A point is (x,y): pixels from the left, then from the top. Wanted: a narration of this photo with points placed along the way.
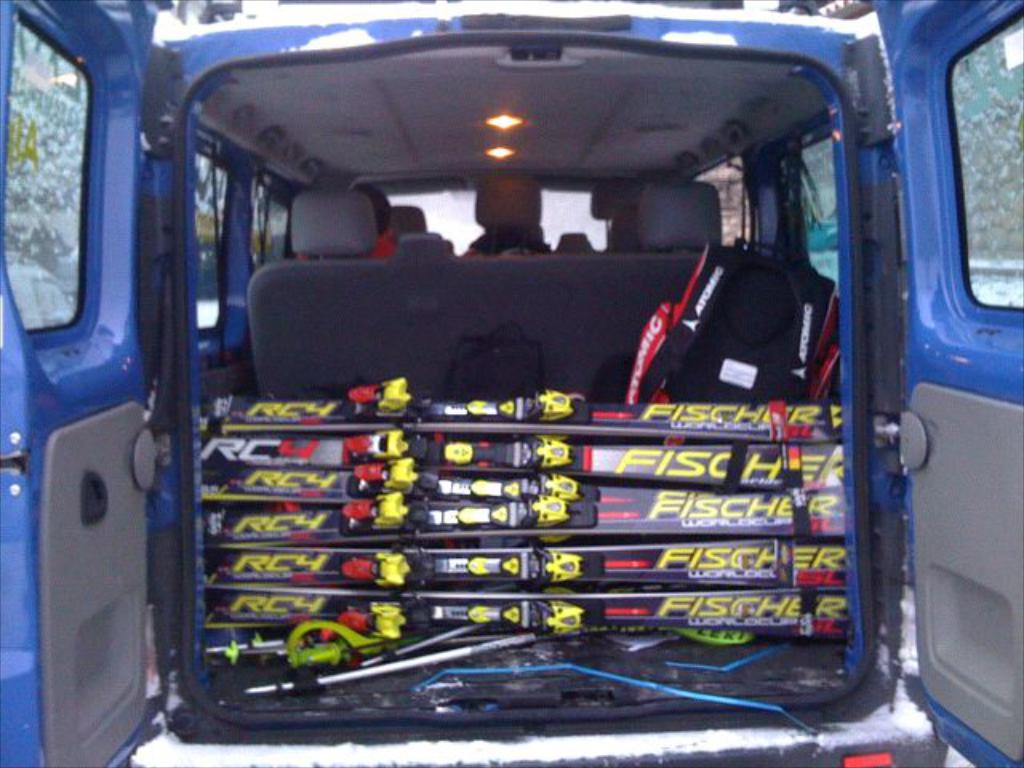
In the picture we can see a van (107,578) with back doors (981,560) are opened and in it we can see some skis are placed with a bag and to the ceiling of the van (104,30) we can see two lights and in the front seats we can see few people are sitting and from the windows (29,283) of the van (945,561) we can see things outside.
